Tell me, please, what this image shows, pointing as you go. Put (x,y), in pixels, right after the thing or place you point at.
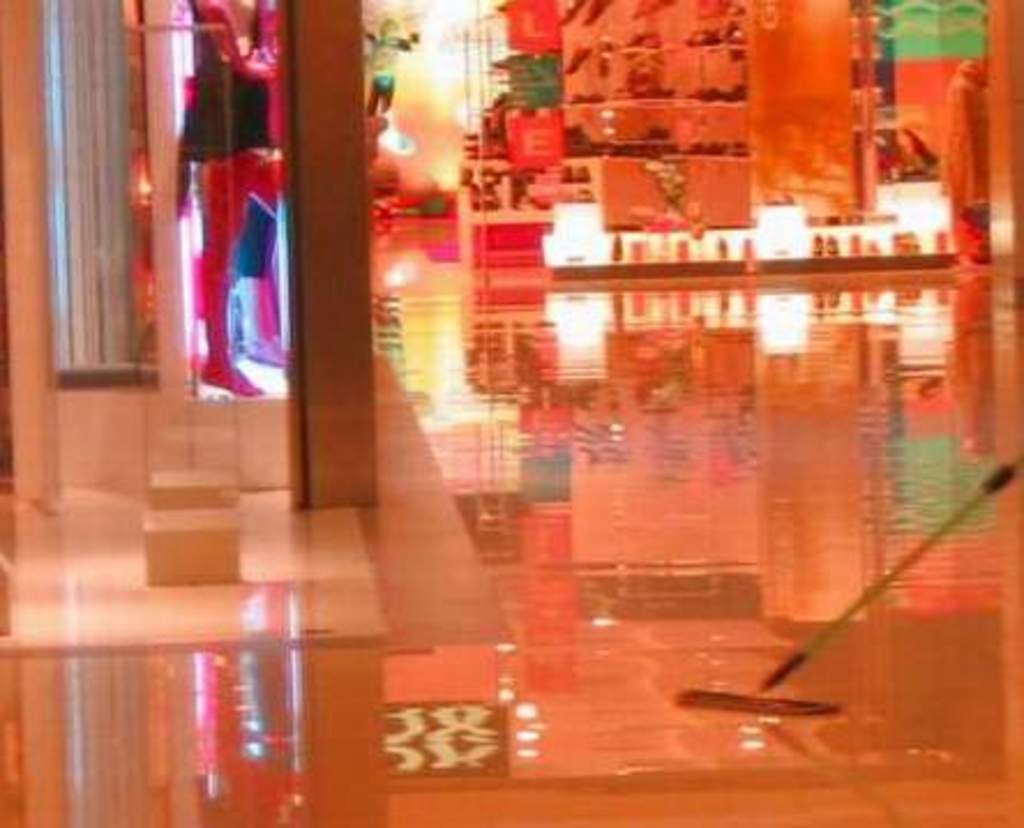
In this image, we can see a floor (485,519) and there are some shops (570,152).
